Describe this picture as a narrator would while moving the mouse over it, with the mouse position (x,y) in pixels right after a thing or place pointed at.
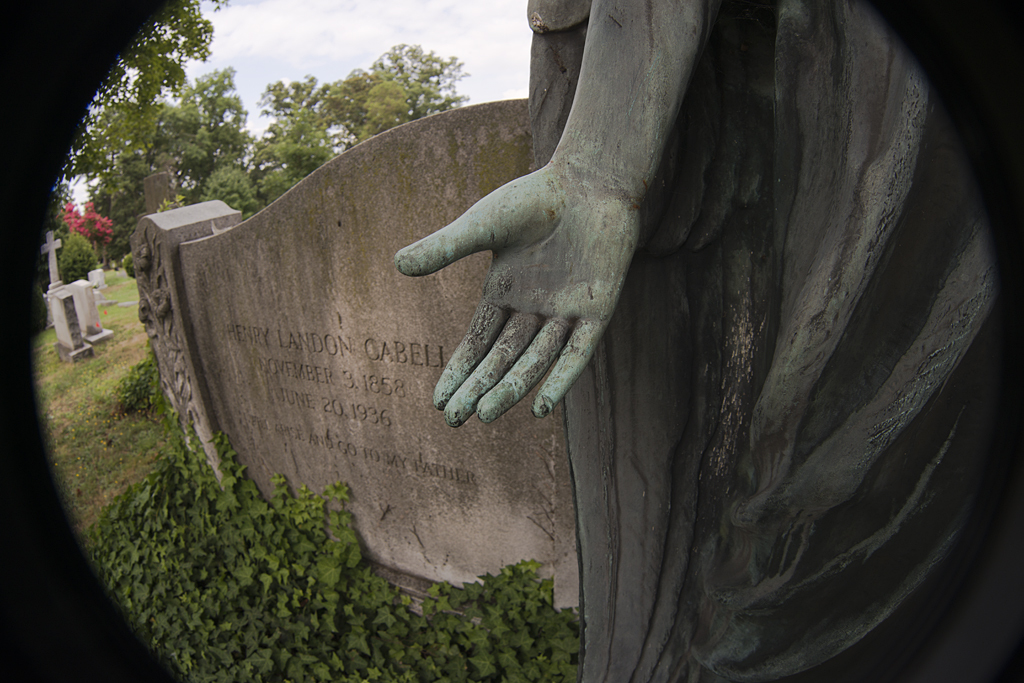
In this image I can see the statue (650,255) of the person's hand (620,220). To the side I can see the wall (170,293), cemetery (118,296) and many trees (222,148). I can also see the pink color flowers (106,230) to the plants (95,236). In the background (251,43) I can see the sky (271,46).
